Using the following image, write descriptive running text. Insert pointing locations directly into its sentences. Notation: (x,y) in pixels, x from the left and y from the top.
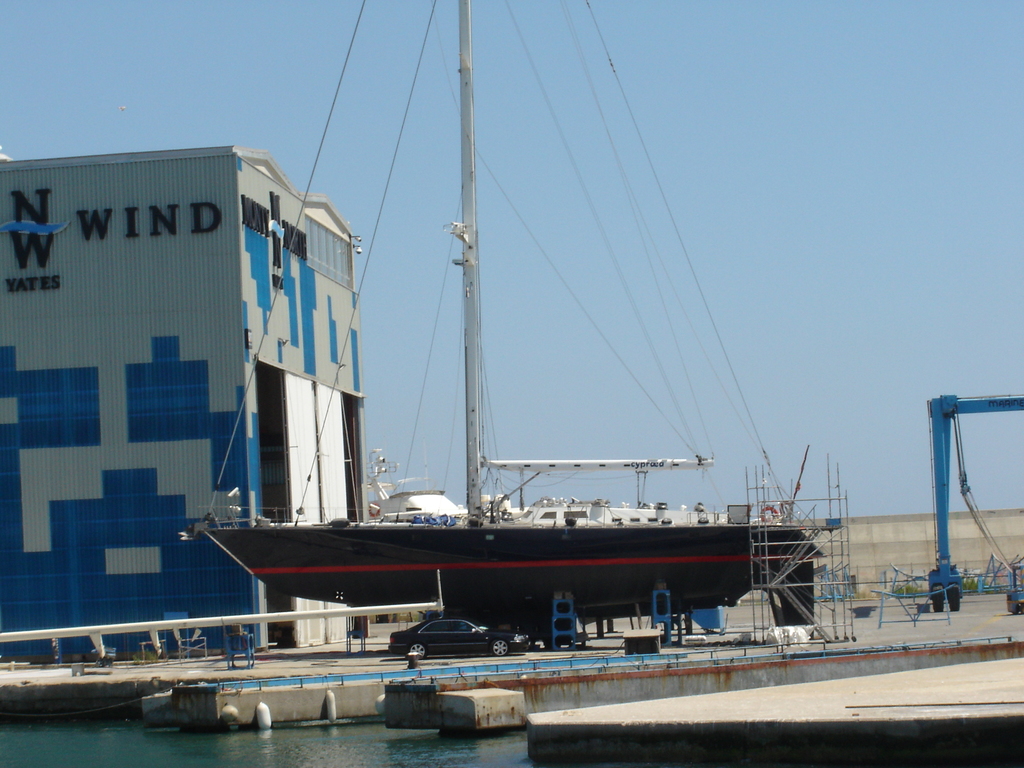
In this picture we can see some vehicles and ship (679,571) are placed beside the water (79,724).
